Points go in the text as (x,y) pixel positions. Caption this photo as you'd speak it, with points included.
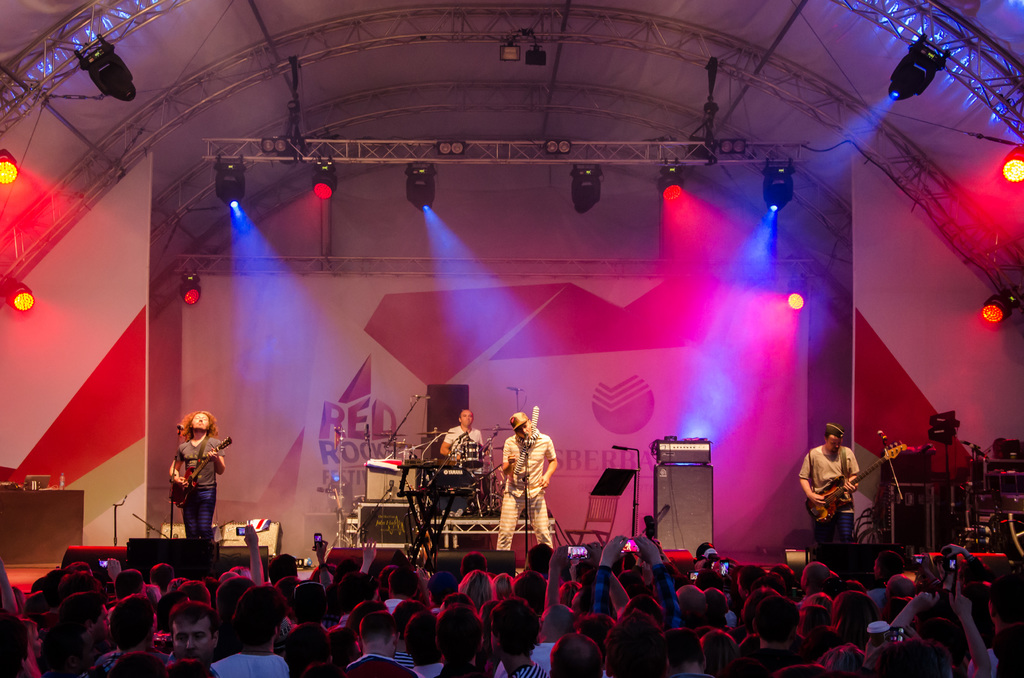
In this picture we can see four persons (533,497) on the stage (614,477), a person (203,473) on the left side (215,465) is playing a guitar (195,483), a person (461,427) in the back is playing drums (481,448), we can see microphones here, at the bottom (776,632) there are some people (417,606), we can see lights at the top of the picture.
